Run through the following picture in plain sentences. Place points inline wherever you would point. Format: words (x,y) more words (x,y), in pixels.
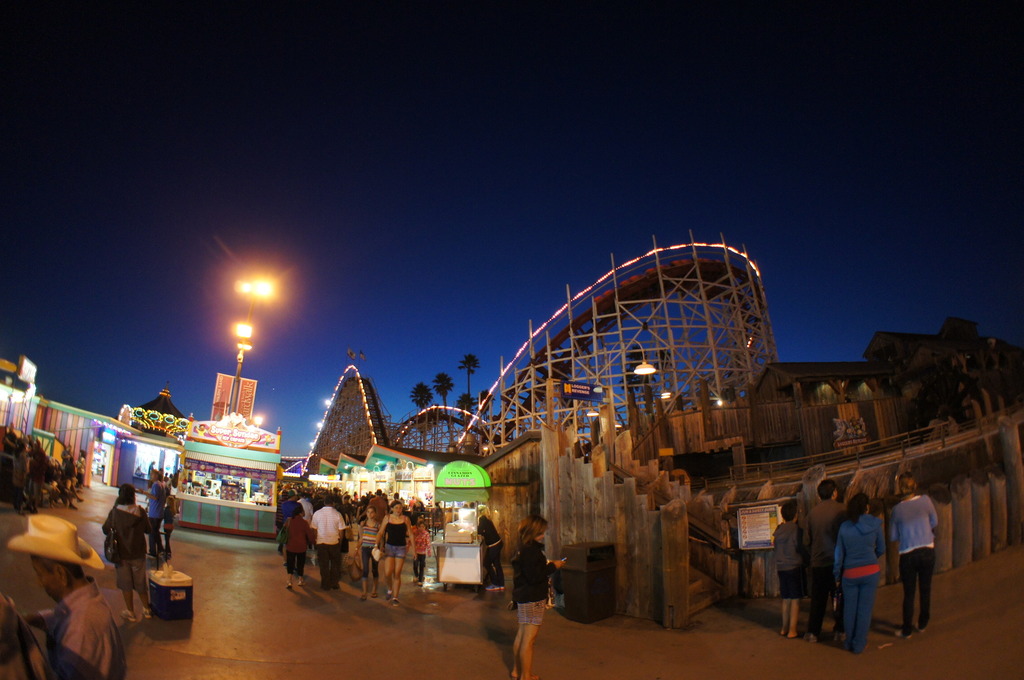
There are people (133,573), we can see box (190,589) and bin (591,603) on the surface (376,627). We can see stalls (235,478), houses (893,354), rods (719,367), lights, fence (716,417), board (250,388) and pole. In the background (411,379) we can see trees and sky (469,171) in blue color.
